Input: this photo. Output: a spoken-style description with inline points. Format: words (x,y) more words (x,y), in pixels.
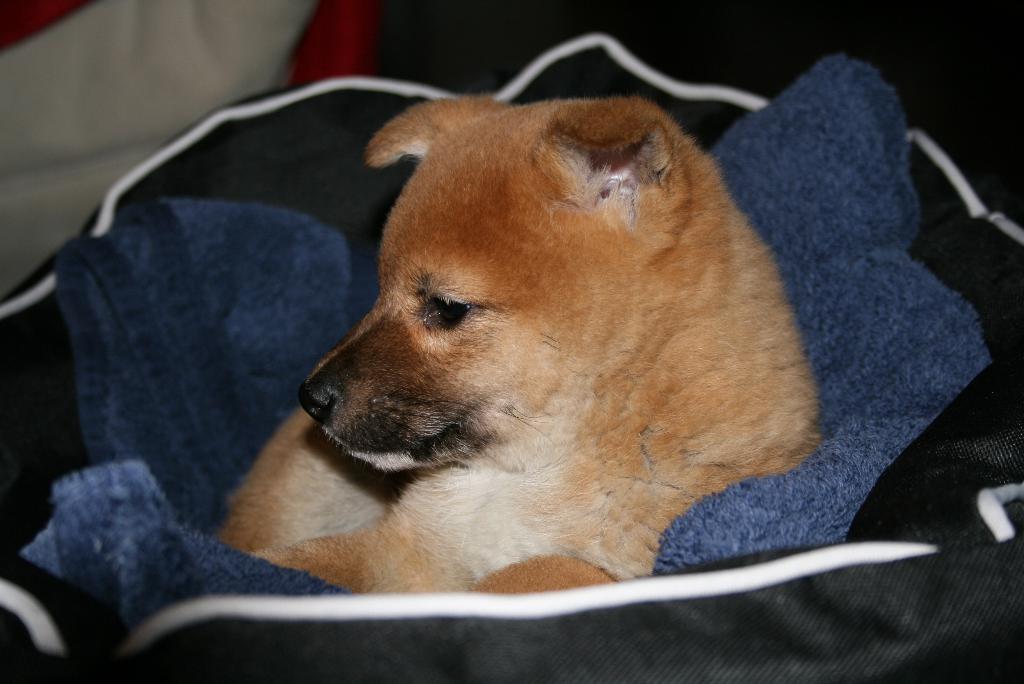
In this picture I can observe a puppy (463,367) in the middle of the picture (415,377). This puppy (523,356) is in brown and white color. The background (791,34) is blurred.
